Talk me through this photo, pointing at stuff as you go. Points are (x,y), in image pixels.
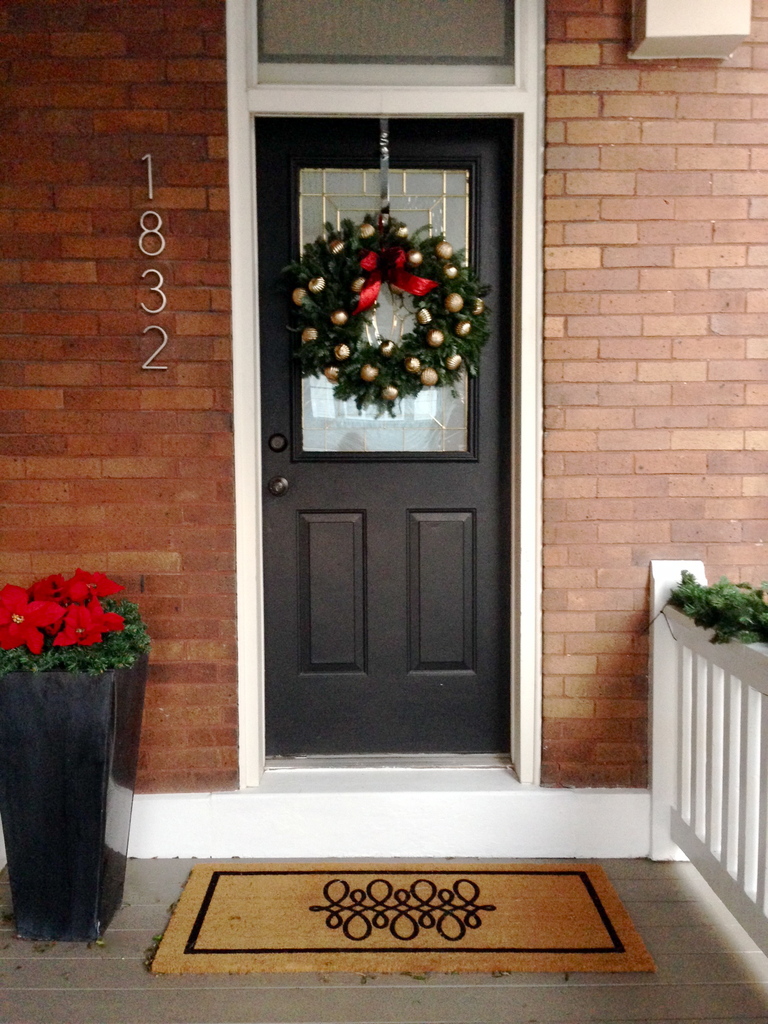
In this image we can see there is a building (264,435) with red bricks (231,591) and there is a decoration (358,294) with leaves (343,270) and golden balls (369,367) on the door (269,361) and there are few numbers (156,357) on the wall (193,758). On the left side (81,717) there is a flower pot (83,685), in front of the door (306,654) there is a mat (584,917) and on the right side (690,613) there is a plant (703,610) on the railing (666,583).
